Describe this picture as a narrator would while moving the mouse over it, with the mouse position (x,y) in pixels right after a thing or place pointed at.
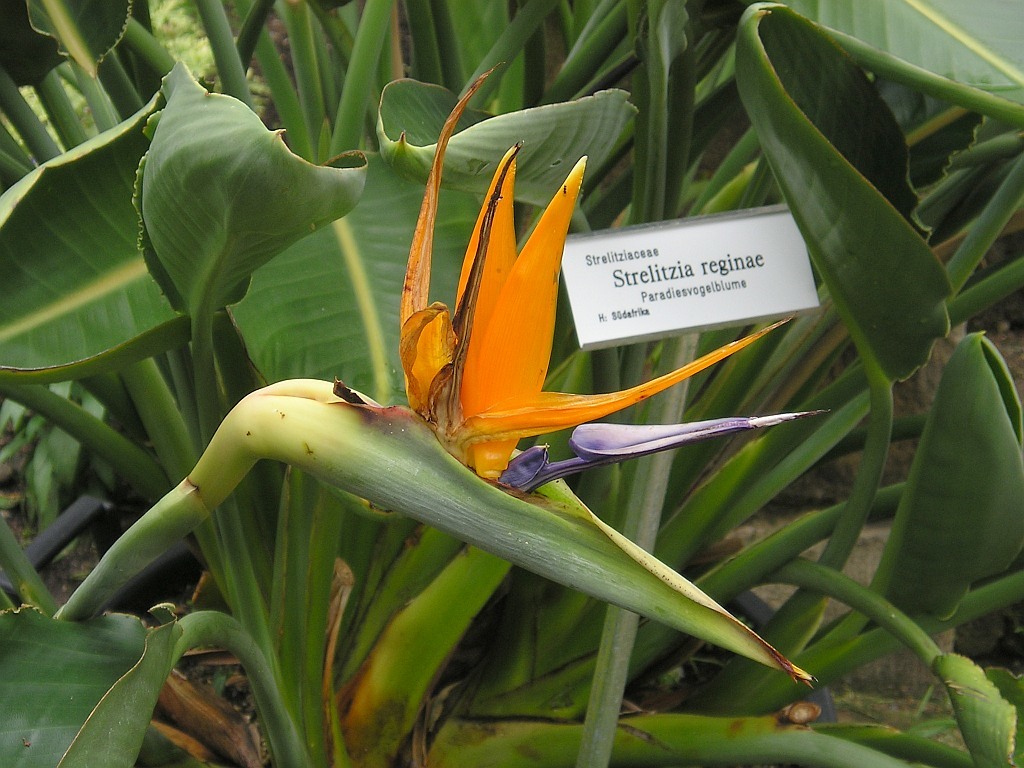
In this image we can see plants (302,565). In the center (528,505) there is a flower (482,395).
